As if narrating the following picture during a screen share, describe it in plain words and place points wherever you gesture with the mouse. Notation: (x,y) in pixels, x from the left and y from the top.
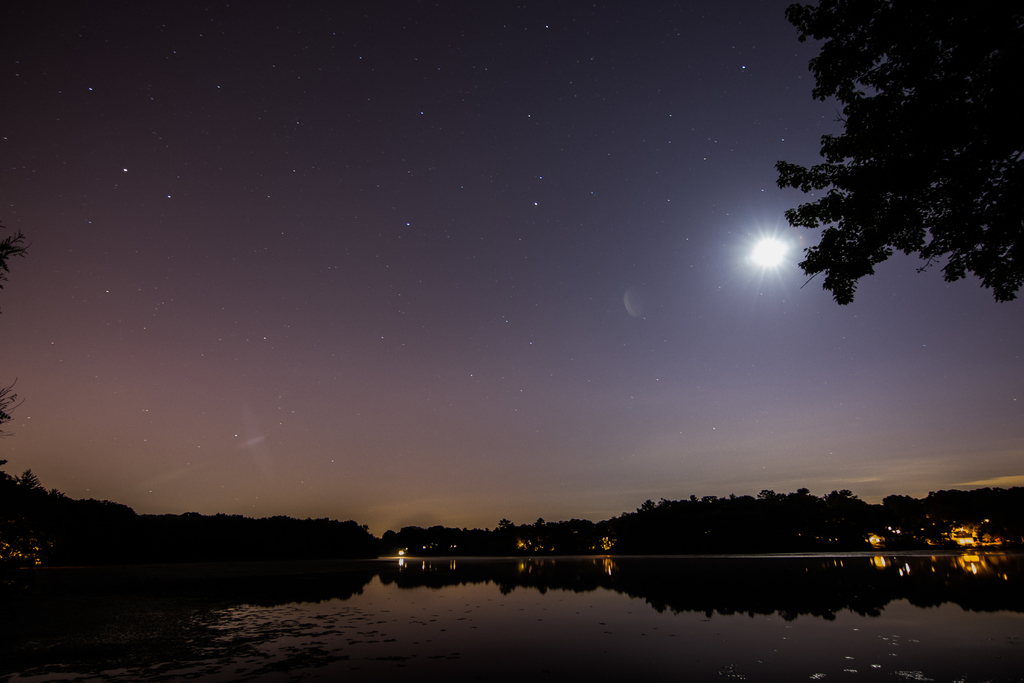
In this image we can see sky (324,217) with stars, trees (300,527) and water (269,632).
